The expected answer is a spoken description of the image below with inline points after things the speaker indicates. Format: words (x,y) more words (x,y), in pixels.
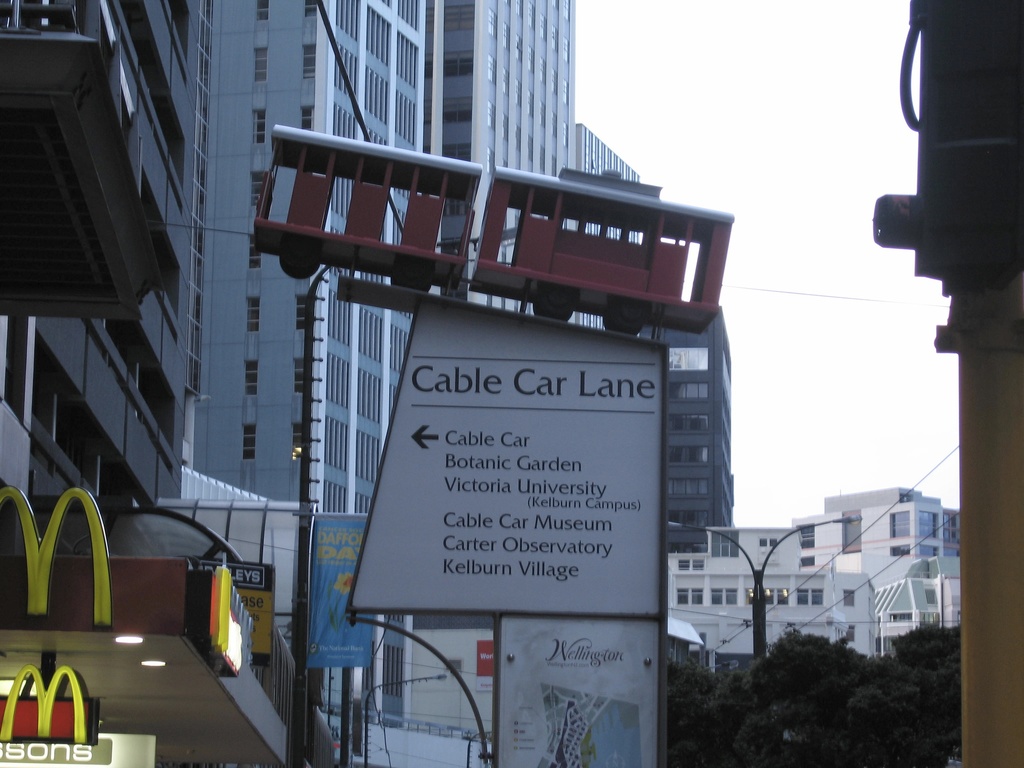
In this image we can see many buildings (865,630) and skyscrapers (457,43). There is a directional board (570,497) and few advertising boards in the image. There are many trees (842,702) in the image. There is a store (242,674) and a street light (300,570) in the image.
